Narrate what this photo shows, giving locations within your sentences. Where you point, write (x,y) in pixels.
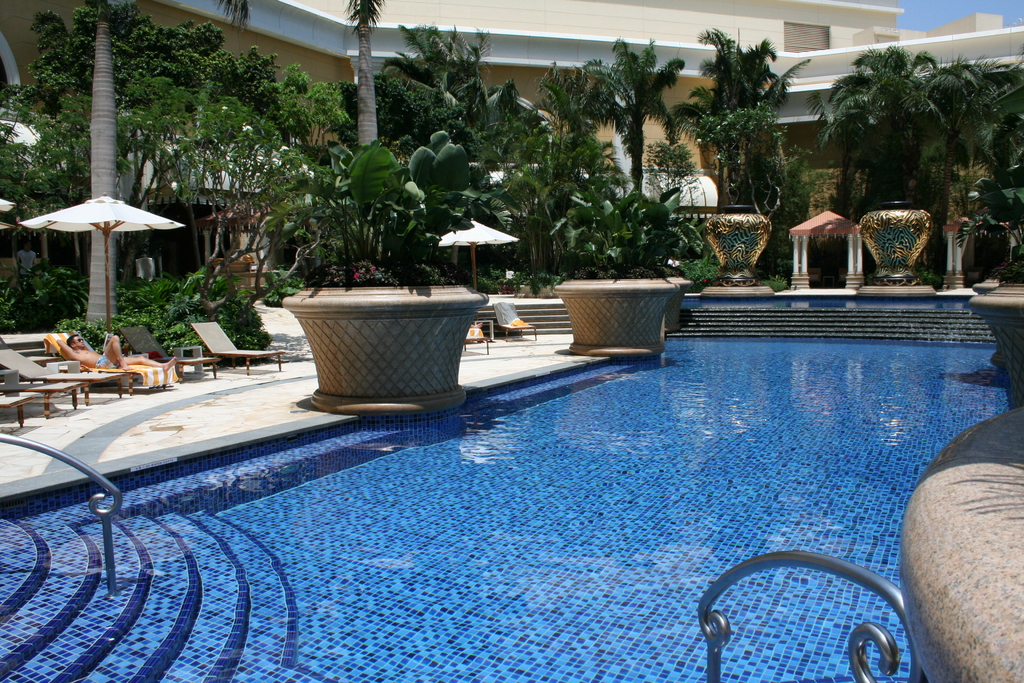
In this image we can see a group of trees (508,183) and plants (234,296). On the left side of the image (98,357) we can see a man (86,353) lying on a bench (114,370) and an umbrella (99,225). In the foreground (749,633) we can see water (535,560) and metal rod (892,642). In the background (951,17), we can see the building (958,41) and sky (915,19).
